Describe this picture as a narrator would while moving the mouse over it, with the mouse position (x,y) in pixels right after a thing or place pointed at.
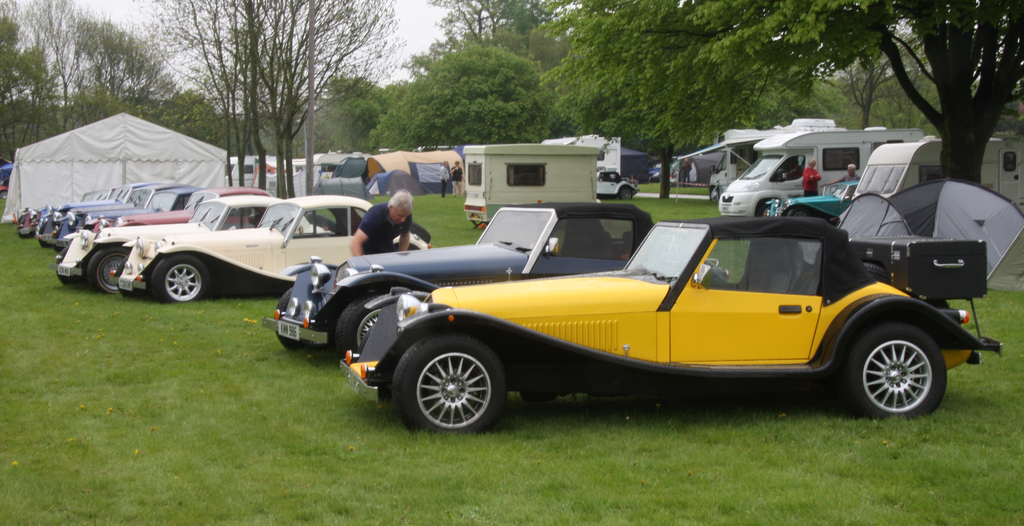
In this image there are many vehicles (473,278). In the center (367,229) we can see a man (369,244) standing. In the background (92,145) there is a tent (157,143), trees (272,94) and sky (412,40).
